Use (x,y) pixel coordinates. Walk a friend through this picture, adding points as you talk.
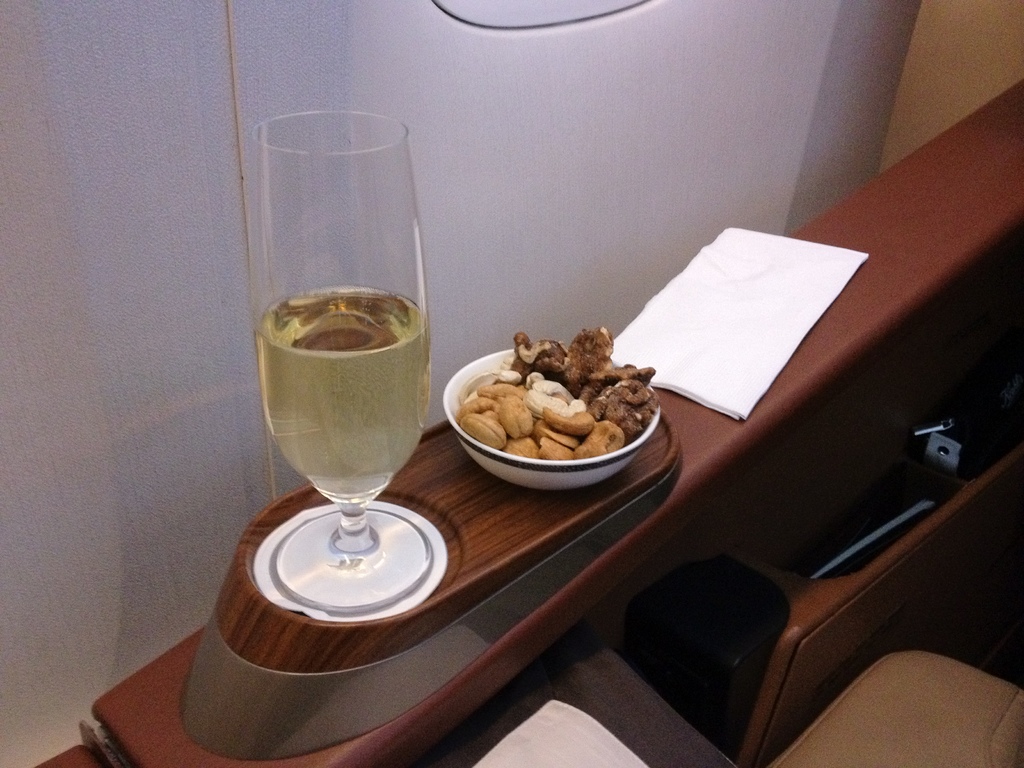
In this image we can see handle (408,727) of a chair (852,577). On the handle (424,615) there is glass (339,530), bowl (525,462) with dry fruits (586,395) and paper (685,344). In the back (207,188) there is a wall (266,77).
